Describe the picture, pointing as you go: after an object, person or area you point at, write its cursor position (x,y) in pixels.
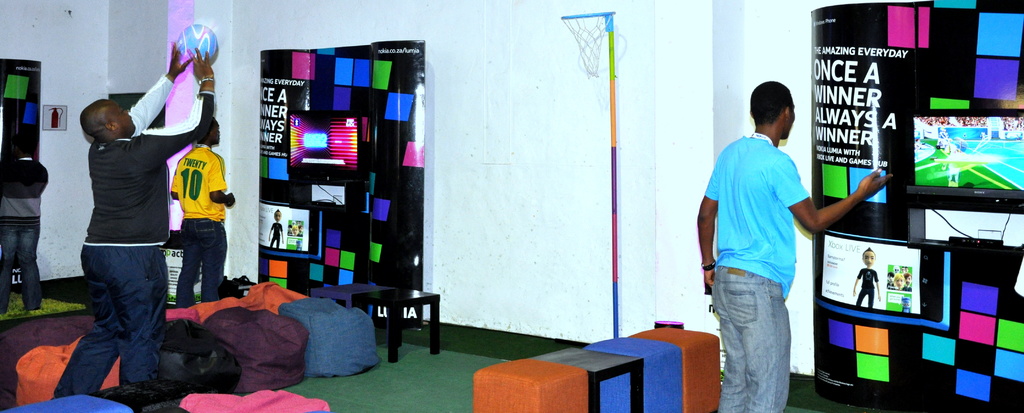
On the left side of the image (155,209) a person (152,197) is standing and holding a ball (207,46). In the middle of the image (615,139) hoop (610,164) is there. At the bottom of the image (343,364) we can see bean bags (310,310), tables (410,303), floor (412,391) are present. On the right side of the image (954,154) screen (962,143) is there. At the top of the image (480,36) wall (484,27) is present.
